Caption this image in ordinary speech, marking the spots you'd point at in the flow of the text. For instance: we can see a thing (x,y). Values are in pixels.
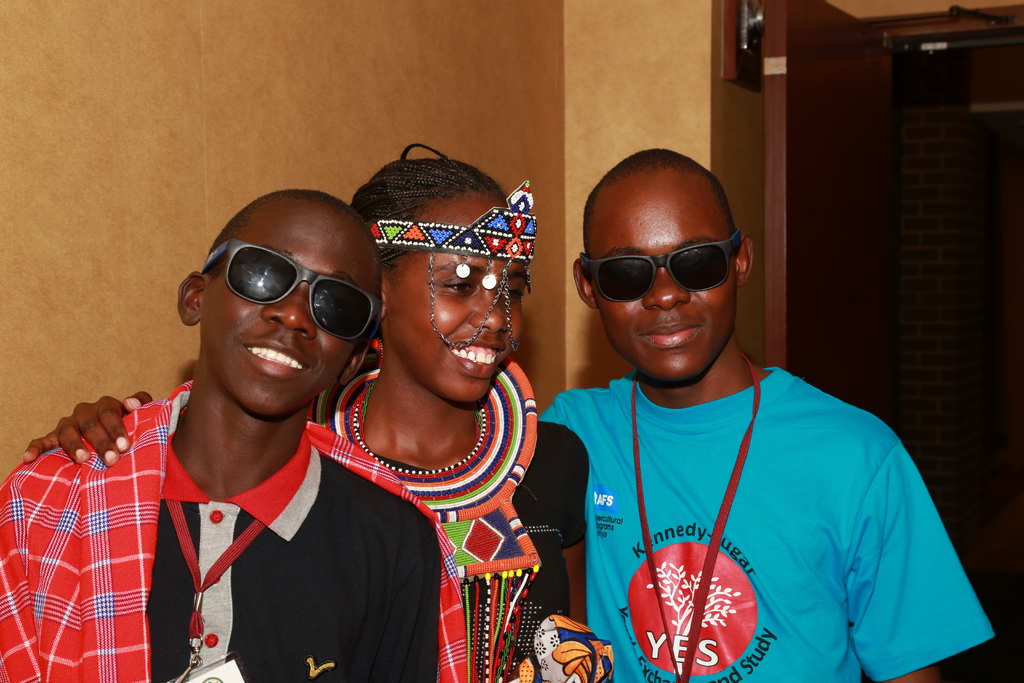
In this image, we can see three persons (445,519) wearing clothes (280,578) in front of the wall (504,74). There is door (816,188) on the right side of the image (850,233).
